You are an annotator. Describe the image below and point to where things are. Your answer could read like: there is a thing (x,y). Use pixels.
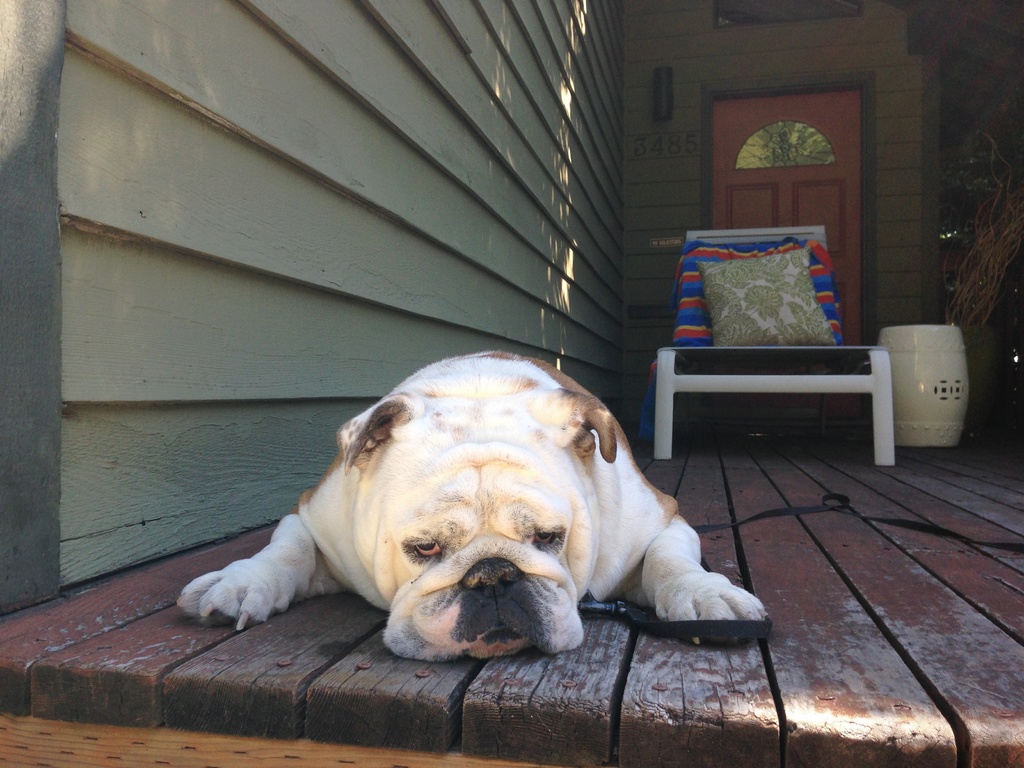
In this picture there is a dog (510,415). In the background (730,349) there is a chair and pillow (758,297) and a door (765,162).
